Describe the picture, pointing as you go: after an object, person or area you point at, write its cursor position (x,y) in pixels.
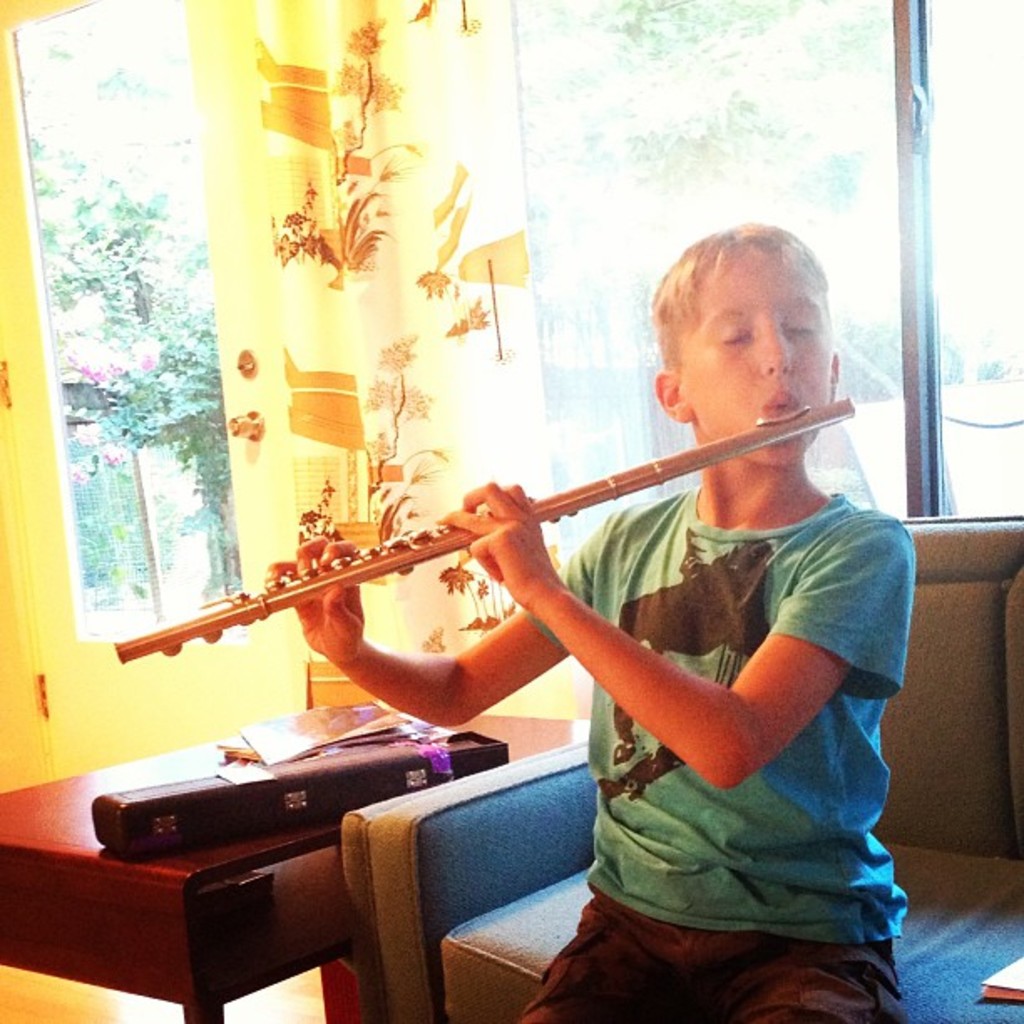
On the right side of the image (782,610) we can see a boy (810,668) is sitting on a couch (466,887) and playing flute (594,501). On the left side of the image (311,859) we can see a table (239,899). On the table (259,899) we can see some books (296,748) and an object (303,795). In the background of the image (471,310) we can see a door (101,394), window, curtain (334,238), glass (85,191). Through glass (115,500) we can see the trees (186,464) and sky (180,9). At the bottom of the image (77,987) we can see the floor (127,997).
